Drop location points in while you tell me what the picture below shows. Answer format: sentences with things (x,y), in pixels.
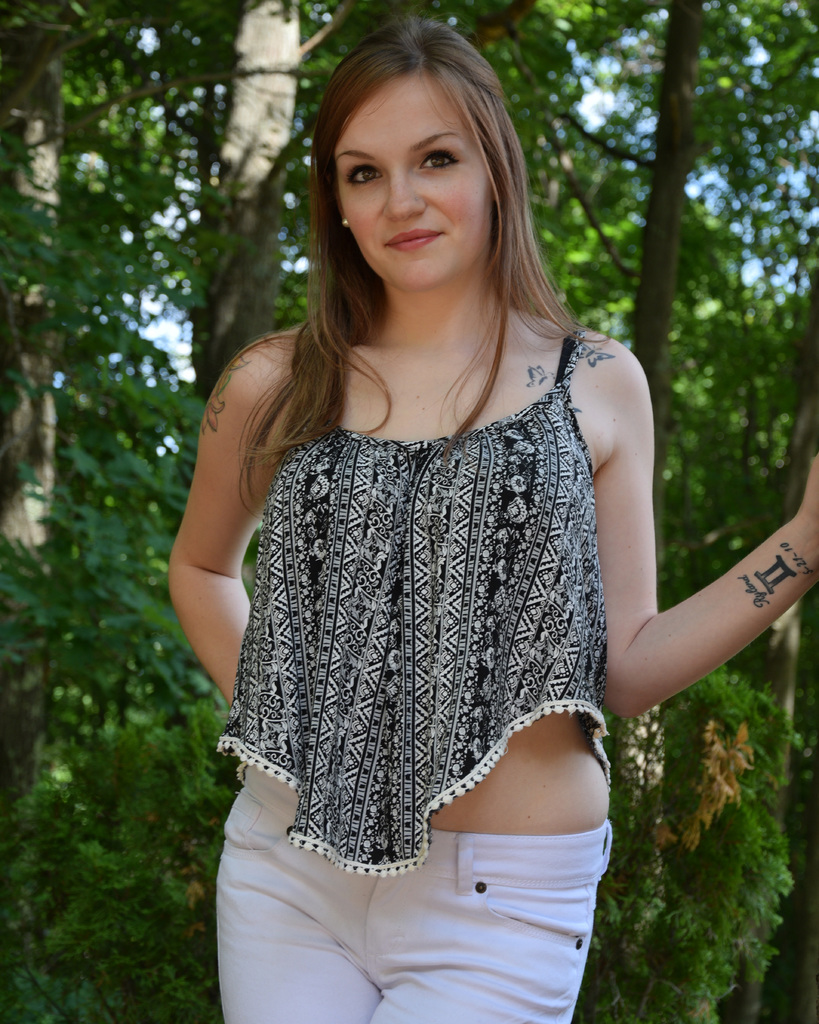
In the image there is a woman (194,477), she is standing and posing for the photo and behind the woman (593,824) there are trees (740,675).
